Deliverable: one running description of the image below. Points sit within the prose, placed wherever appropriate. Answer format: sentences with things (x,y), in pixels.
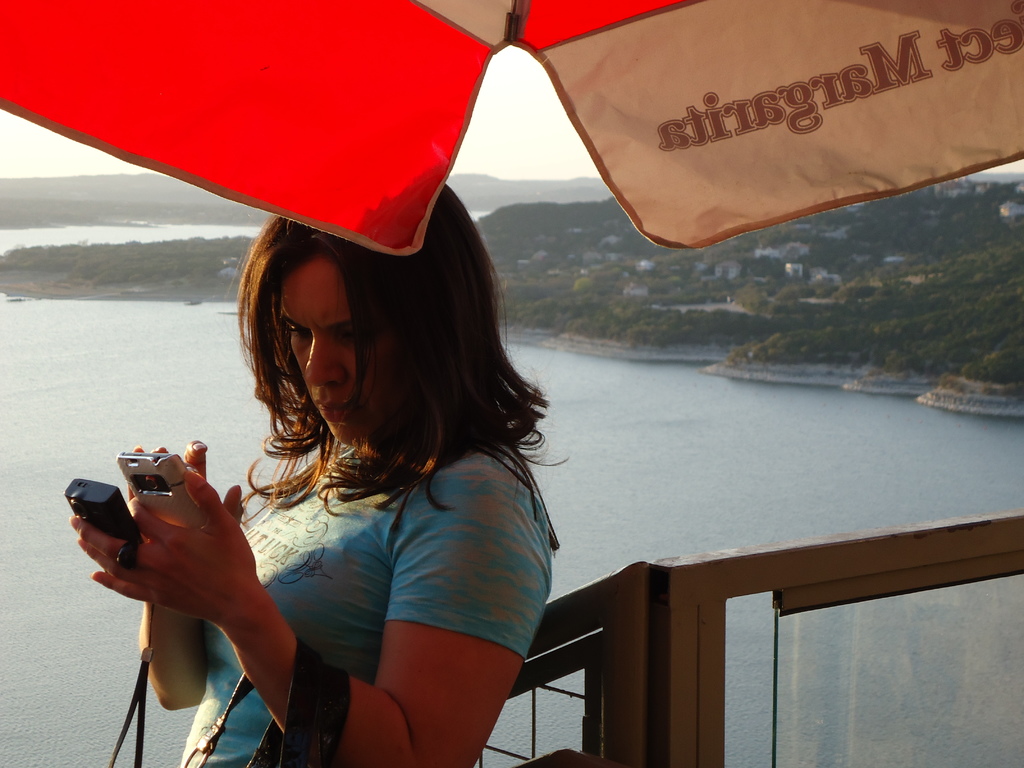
In the picture we can see a woman (339,335) standing near the railing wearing a blue T-shirt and holding a mobile phone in the hand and behind her we can see a river (115,307) with a hill (591,274) beside it with grass (502,213), plants (518,242), trees (517,258) and sky (474,133).
